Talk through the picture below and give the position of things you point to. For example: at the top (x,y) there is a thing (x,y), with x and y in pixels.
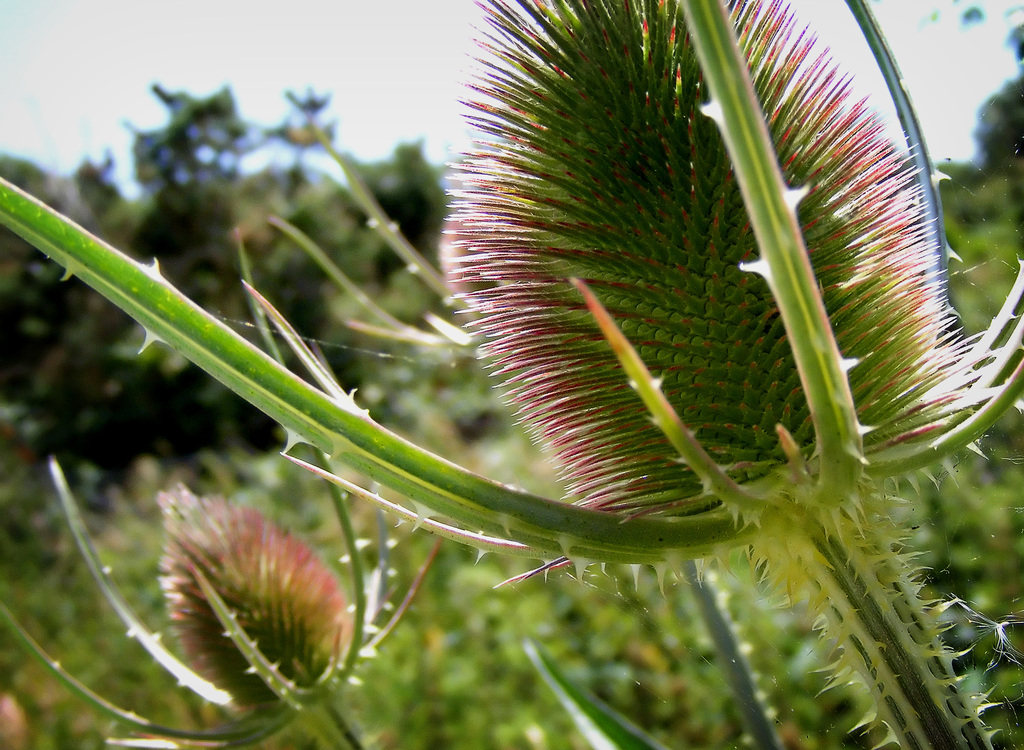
In this image I see the plants (501,176) in front (932,174) and I see the spider web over here and I can also see few more spider webs (686,636) and I see that it is blurred in the background (311,198).
